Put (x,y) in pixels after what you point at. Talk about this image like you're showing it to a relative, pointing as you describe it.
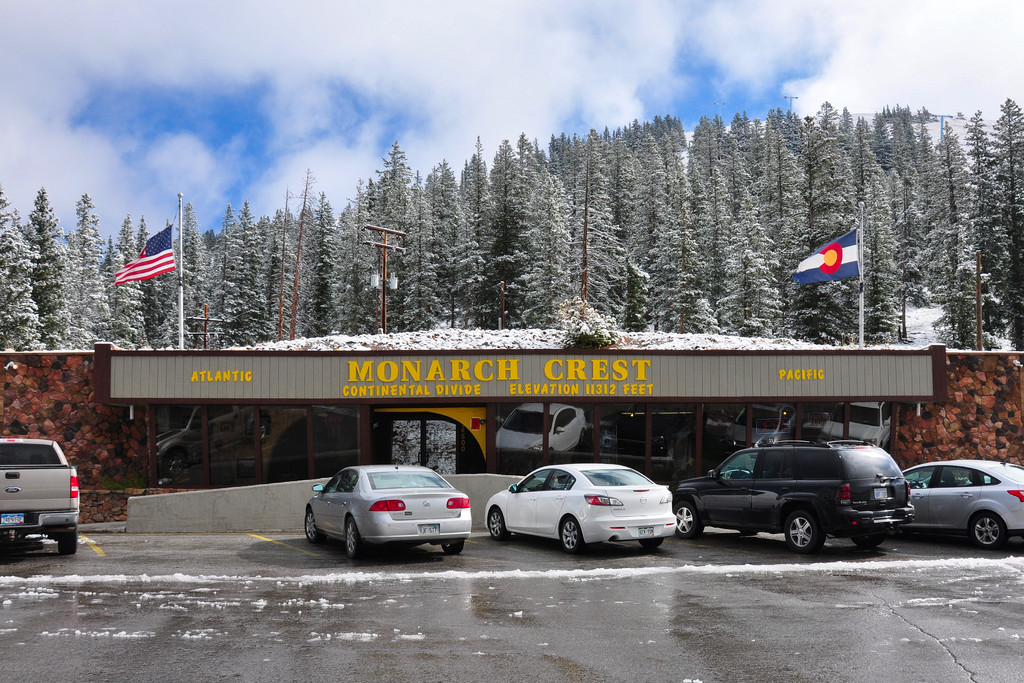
In this image I can see a fleets of cars (63,485) on the road (773,543) and a shed (550,432). In the background (734,290) I can see flags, trees (436,269), concrete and the sky (372,54). This image is taken may be during a rainy day.
